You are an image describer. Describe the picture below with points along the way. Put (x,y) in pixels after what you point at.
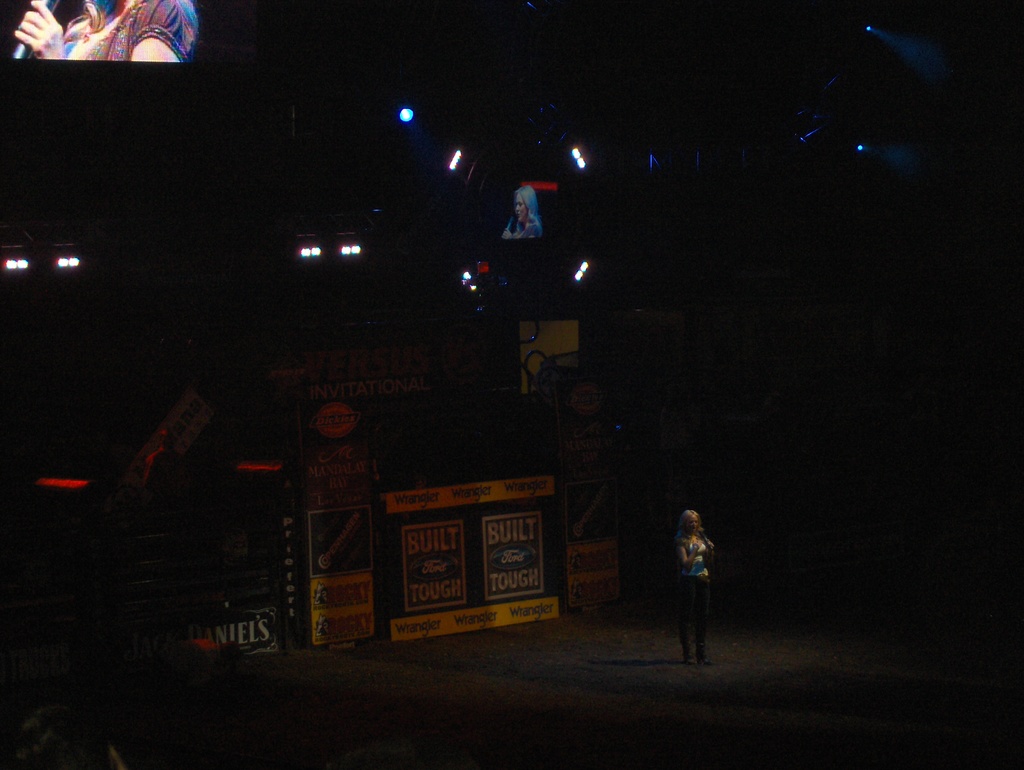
In the middle of the image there is a lady (686,616) standing. Behind her there is a black background (308,108) with a screen (508,198) and lights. In the top left corner of the image (87,12) there is a screen (196,13) with an image (90,33) in it.
